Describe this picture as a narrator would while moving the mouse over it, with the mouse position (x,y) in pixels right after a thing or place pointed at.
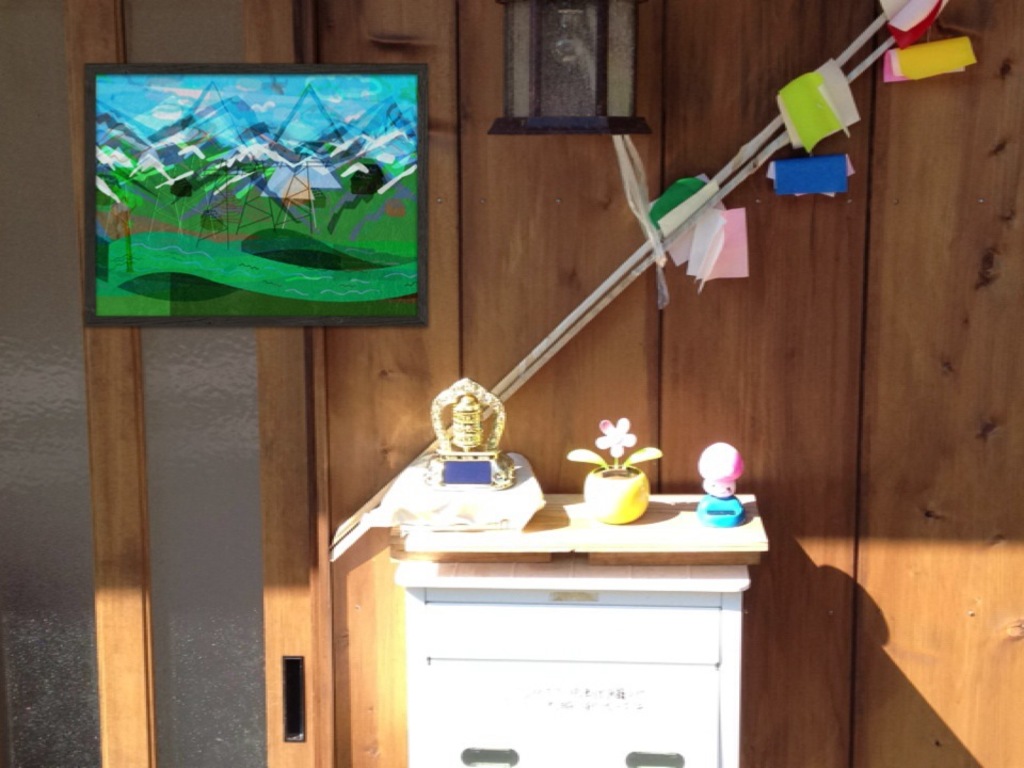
In this picture we can see a table (553,560) and on table (629,528) we have toy (705,501), flower pot (598,485), some item (453,426) and in background (445,137) we can see wall (514,262), frame (336,244), sticks (860,67), some papers (833,132).
